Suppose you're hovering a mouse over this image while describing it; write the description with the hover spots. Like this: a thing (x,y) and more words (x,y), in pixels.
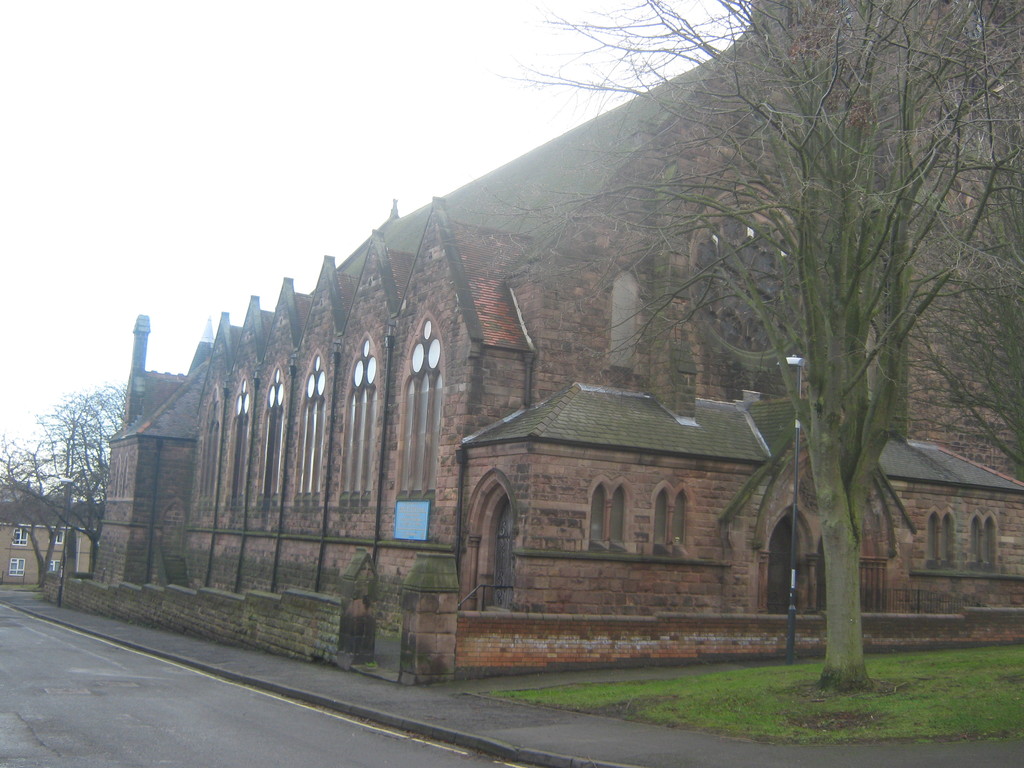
In this picture I can see the buildings (671,365) and trees (35,468). At the top (444,97) I can see the sky (273,82) and clouds (269,122). At the bottom (301,730) there is a road (214,743), beside that I can see green grass (639,692).
